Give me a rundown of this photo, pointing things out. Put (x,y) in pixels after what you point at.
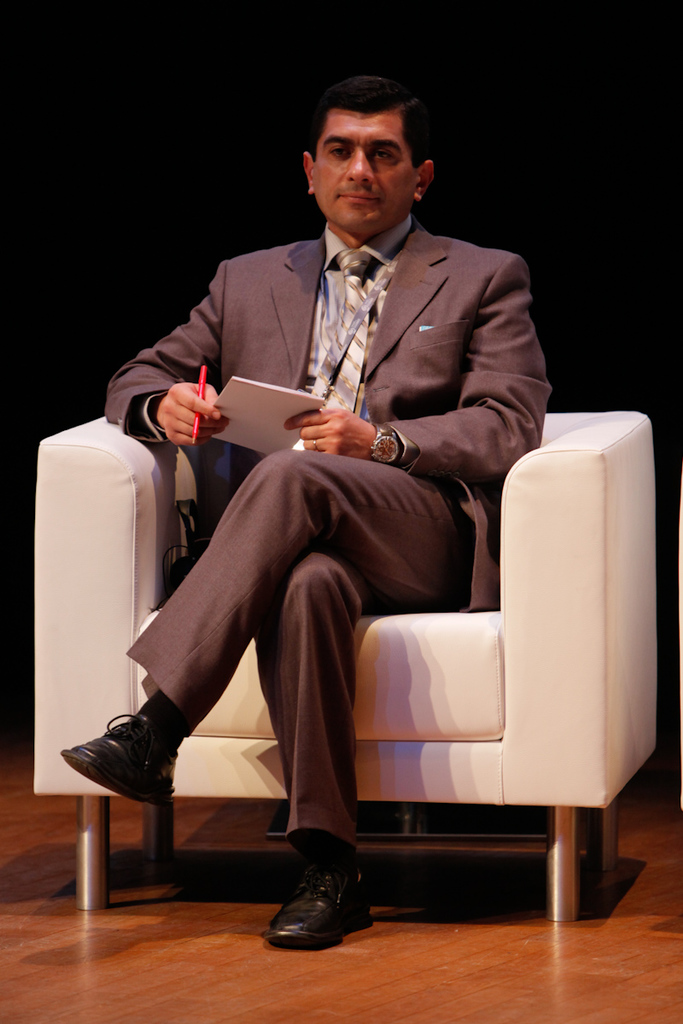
In the middle of the image (388,355) a person (382,109) is sitting on a chair (577,427) and holding a book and pen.
